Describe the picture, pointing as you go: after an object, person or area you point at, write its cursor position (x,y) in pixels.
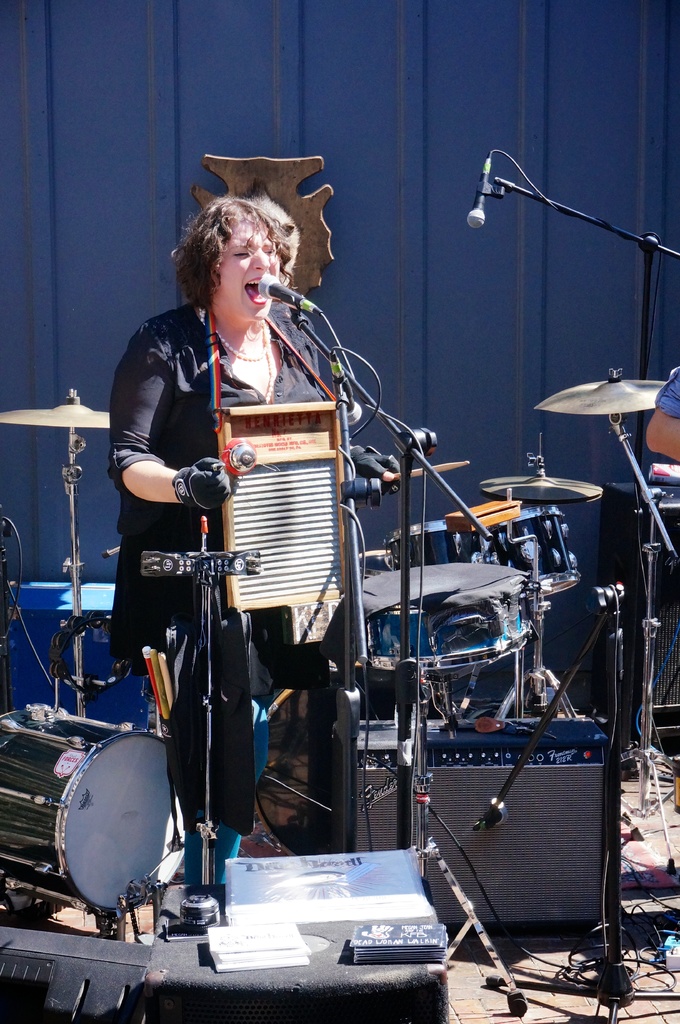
This woman (215,343) is playing musical instrument (255,428) and singing in-front of mic (298,305). Around this woman (240,390) there are musical instruments (432,568) and mic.
